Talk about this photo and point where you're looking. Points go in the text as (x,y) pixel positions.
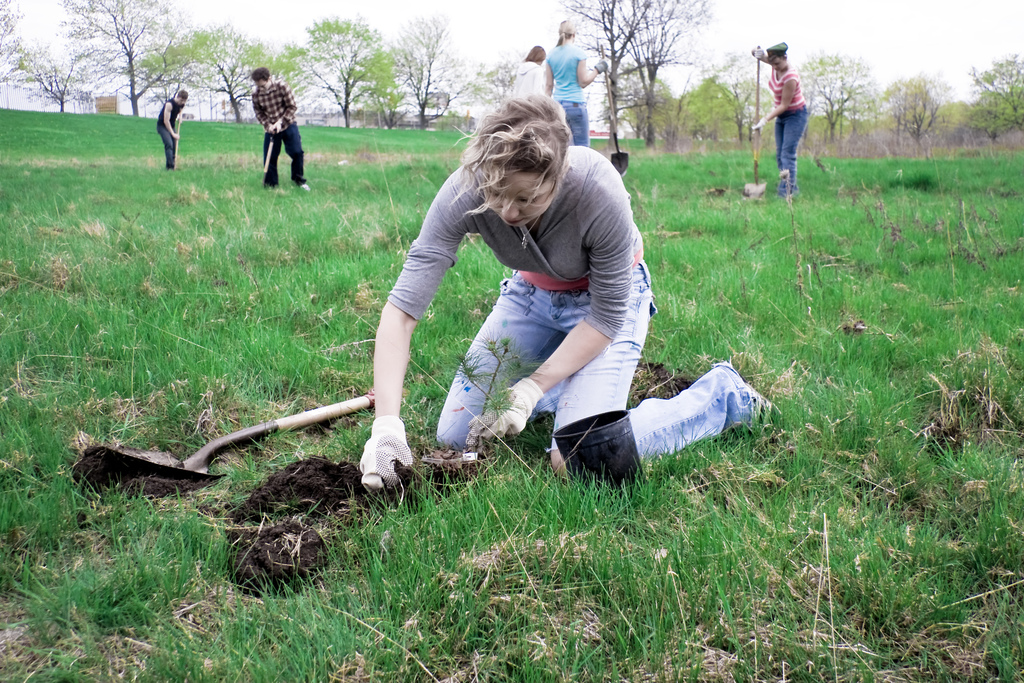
In the foreground of the picture (506,388) we can see a woman (620,280) ploughing for planting a tree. In this foreground (621,452) there are spade (252,437), bucket (605,459) and grass (451,513). In the center of the picture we can see people (785,95) holding spades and ploughing and there is grass (710,152). In the background (250,66) there are trees (918,100), fencing (29,107) and sky (539,39).
